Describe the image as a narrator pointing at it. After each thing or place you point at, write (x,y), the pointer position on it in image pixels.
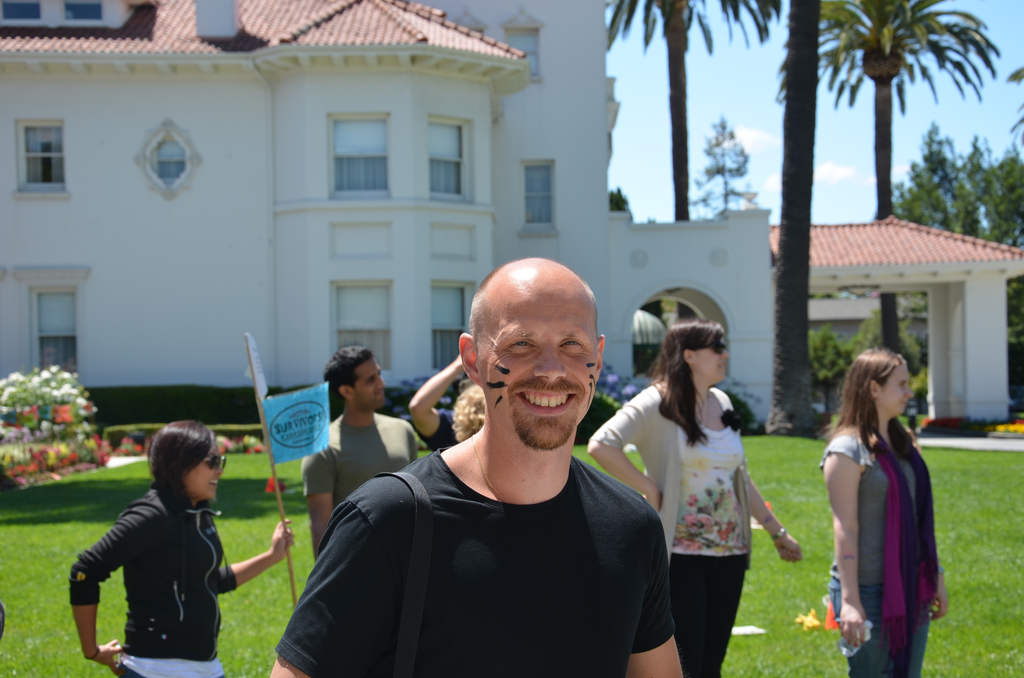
In this image I can see the group of people (526,452) standing and wearing the different color dresses (497,554). I can see one person (284,543) is holding the stick (274,471) and there is a paper (283,428) to that. To the left (232,445) I can see many flowers (245,442) which are in white, green, yellow and red. In the background (289,147) I can see the house (281,146) and to the right (811,155) there are many trees (943,183), clouds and the blue sky (709,108).
